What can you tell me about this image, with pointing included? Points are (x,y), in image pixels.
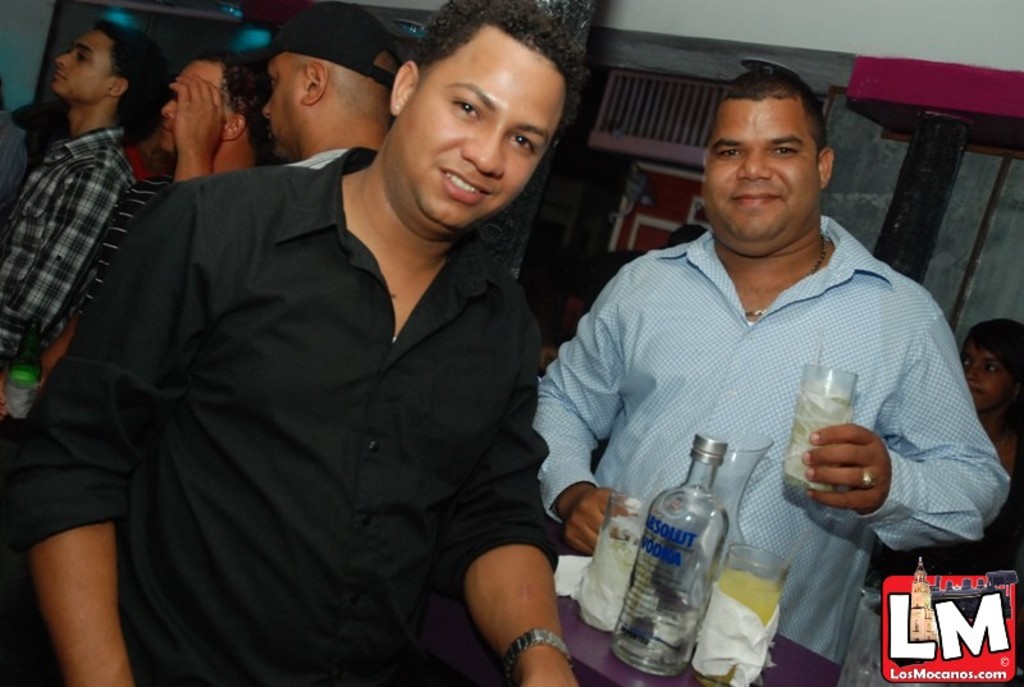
In the image we can see there are people (441,411) who are standing and holding glass (837,403) in their hand (585,542) and there is vodka bottle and at the back (219,124) there are the people (109,132) who are standing and in front the person (324,498) is wearing black shirt (330,520).
